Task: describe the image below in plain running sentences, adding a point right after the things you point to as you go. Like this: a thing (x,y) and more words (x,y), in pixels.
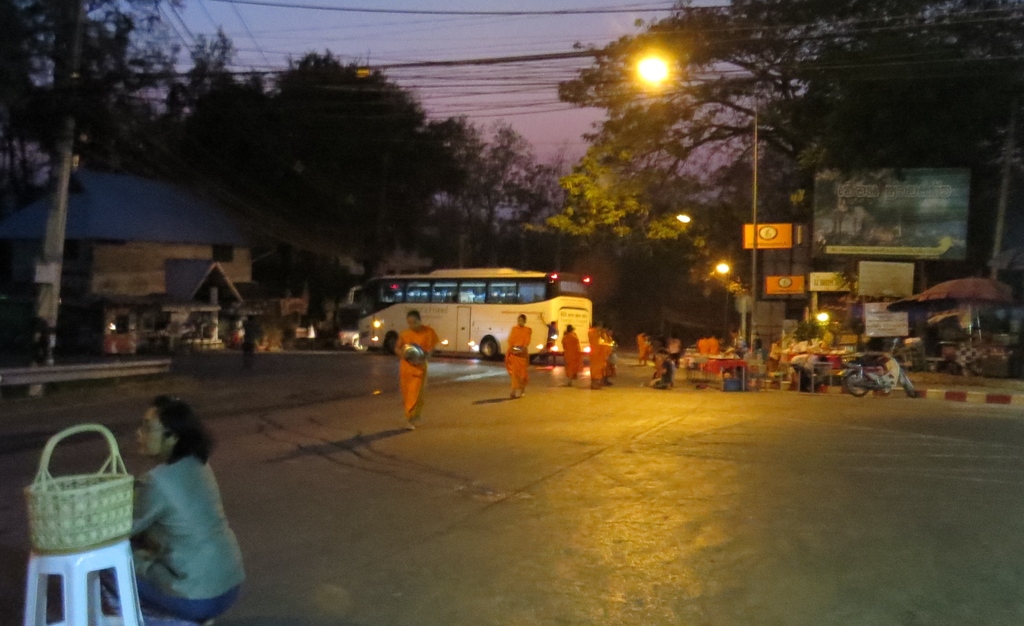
In this image few people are on the road (641,533). Left bottom there is a table (121,563) having a basket (74,525) on it. Beside the table (32,564) there is a person (194,539). Right side (876,383) there is a vehicle (899,368). Few tables (740,376) are on the pavement (1019,393). There are few street lights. Few boards (863,238) are attached to the poles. Few poles (59,211) are connected with wires (610,12). Background (73,237) there are trees (529,262) and buildings (161,303).
